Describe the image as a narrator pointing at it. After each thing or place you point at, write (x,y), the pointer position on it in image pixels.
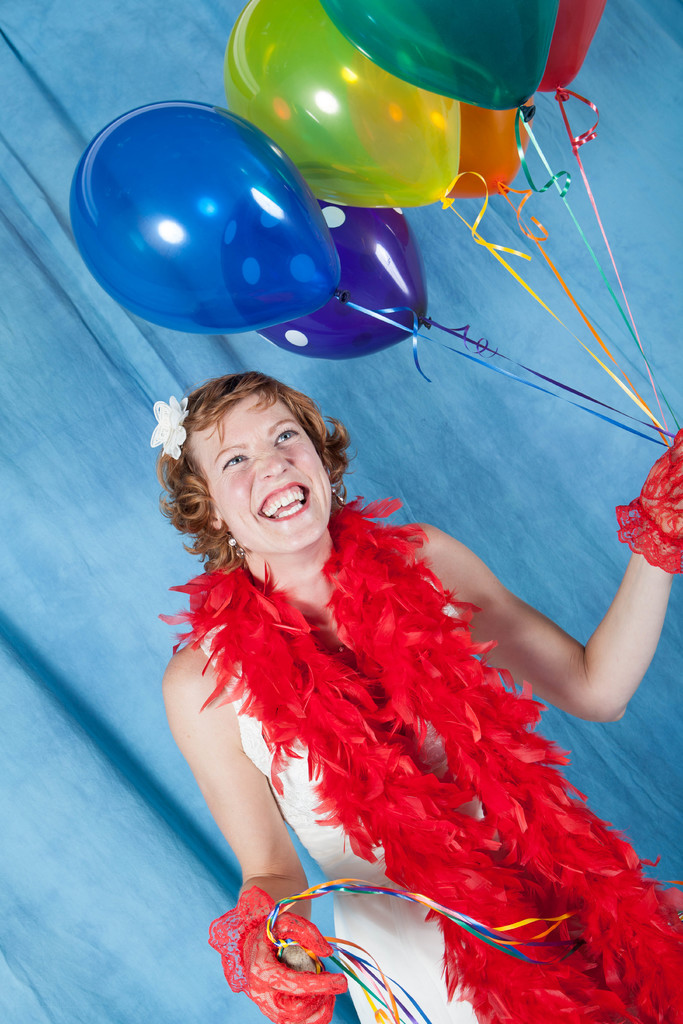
In the foreground (462,880) I can see a woman (500,874) is holding balloons (333,57) in her hand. In the background (588,388) I can see a curtain (588,388). This image is taken may be in a hall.
